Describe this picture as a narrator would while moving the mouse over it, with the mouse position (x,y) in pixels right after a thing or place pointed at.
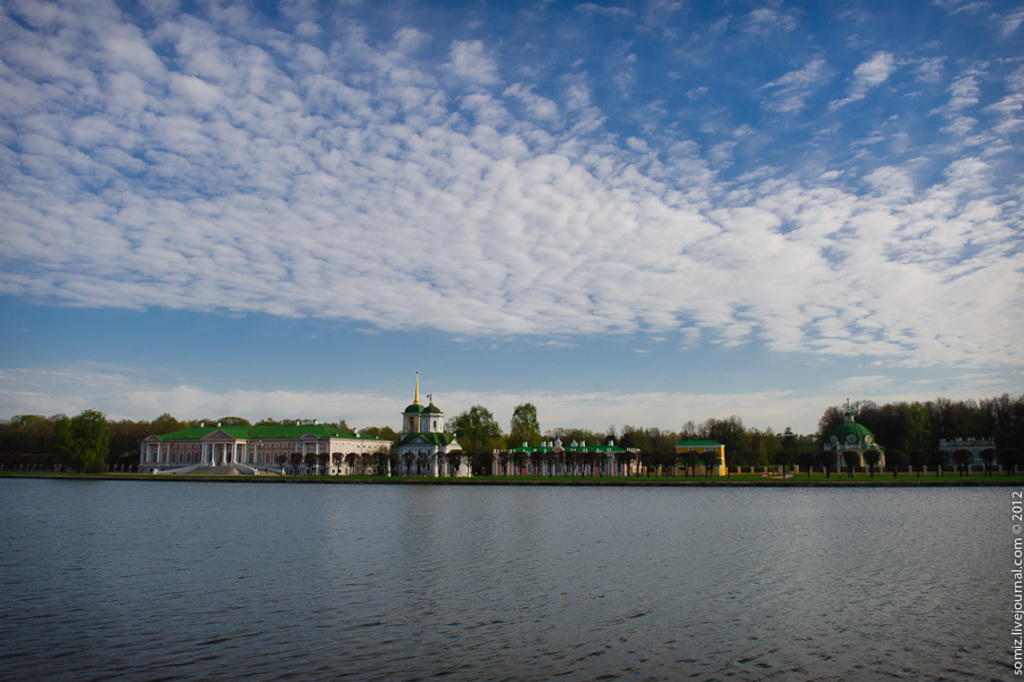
In this image I can see the water (430,576), some grass (815,480) on the ground (1017,476) and few buildings (435,456) which are white and green in color. In the background (670,443) I can see few trees (761,450) and the sky (329,294).
